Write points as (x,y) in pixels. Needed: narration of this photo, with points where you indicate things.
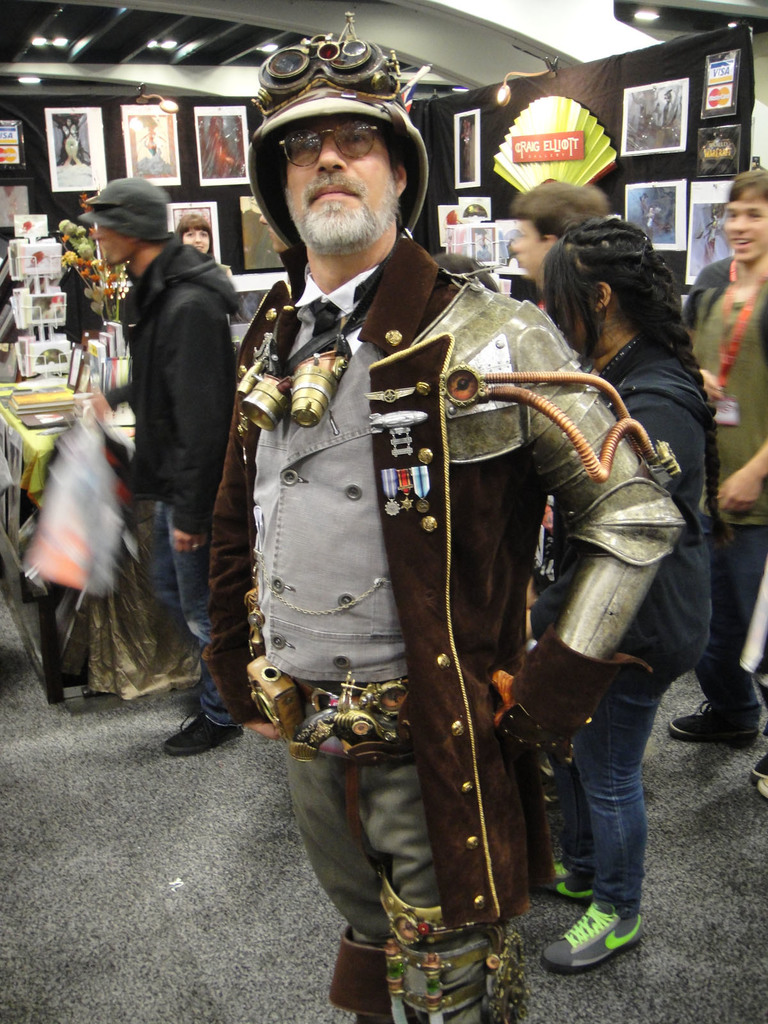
In this image we can see a man (297,364) is standing, he is wearing the glasses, at the back (630,261) there are group of persons (618,256) standing, at above, there are lights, there is a table (47,449), and books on it, there is the flower vase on it, at the back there are photos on the wall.
